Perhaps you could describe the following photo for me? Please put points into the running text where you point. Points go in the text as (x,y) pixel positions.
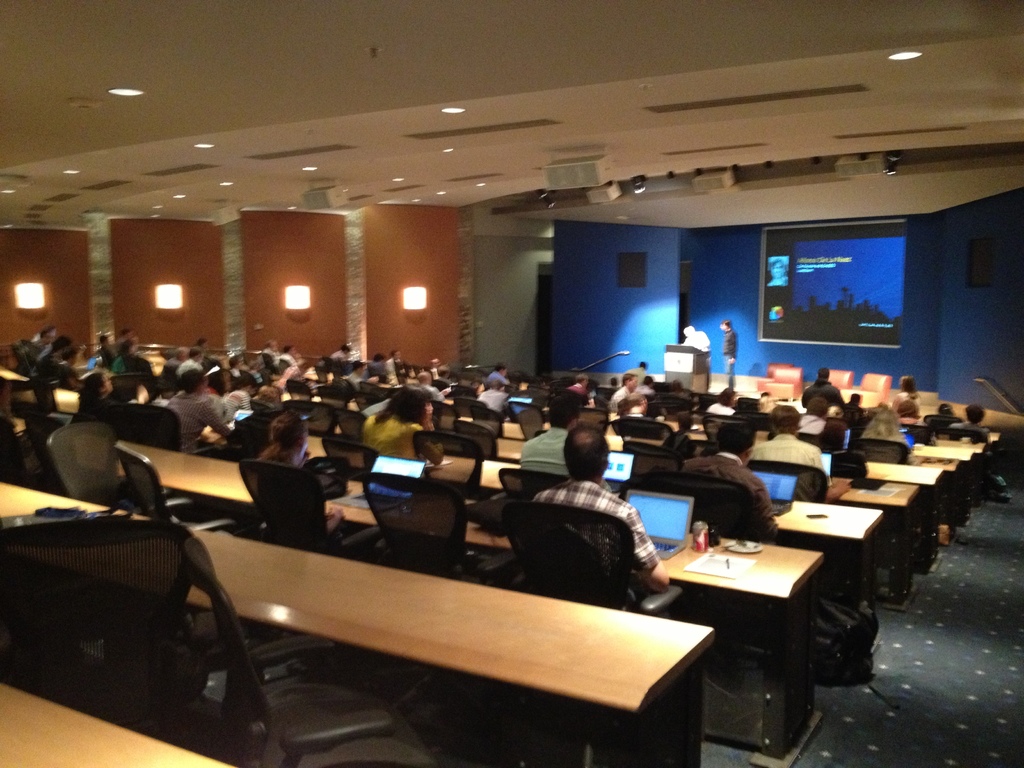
In this image I can see number of people (838,413) are sitting on chairs (857,465). I can also see laptops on these tables (723,580). Here i can see a screen (762,312) and two men (727,348) are standing next to a podium (667,361).
